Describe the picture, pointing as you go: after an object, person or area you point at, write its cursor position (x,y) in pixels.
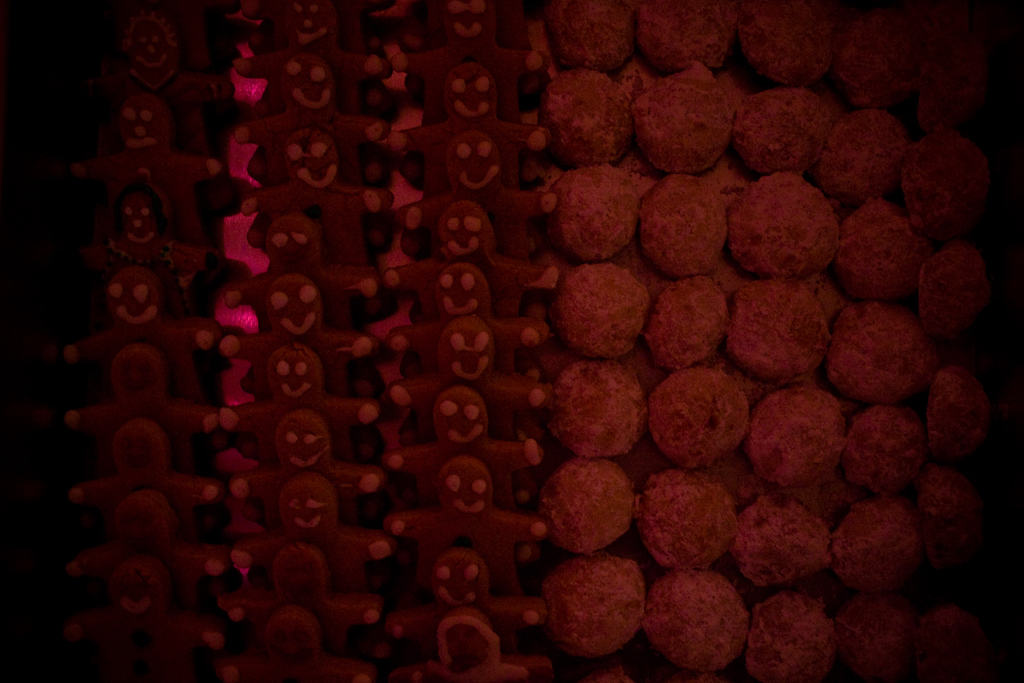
In the picture we can see a cookies (284,634), which are doll shape and brown in color and placed in the sequence and beside it also we can see some cookies (666,515) which are brown in color and placed in the sequence.
